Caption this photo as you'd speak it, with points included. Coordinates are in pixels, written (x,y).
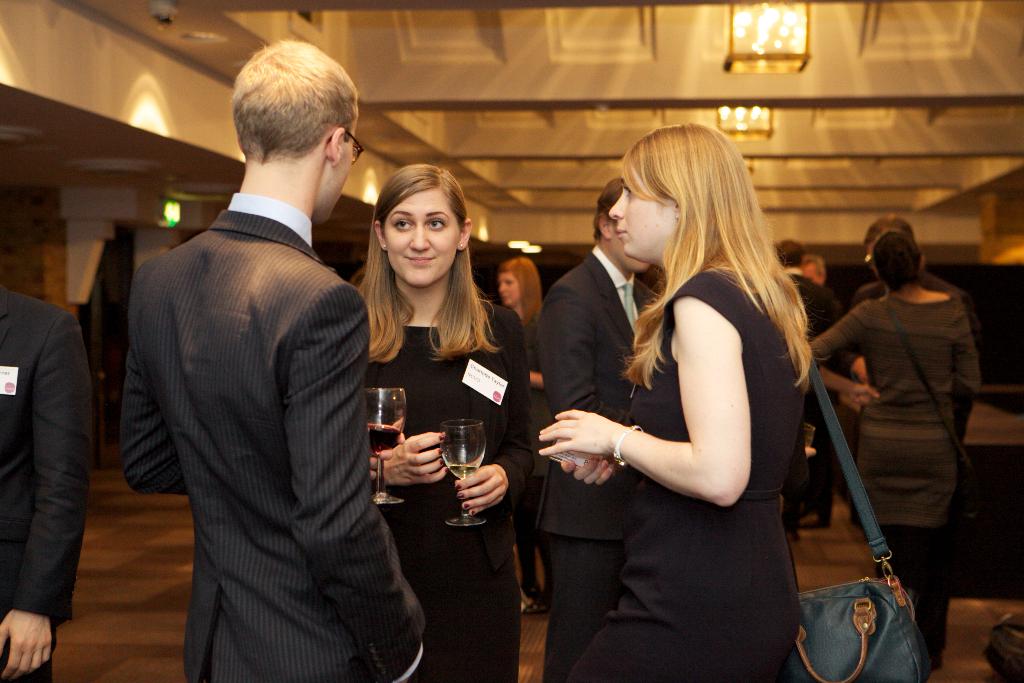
In this picture I can see 2 women (395,289) and a man (269,270) in front (282,197) and I see that these 2 persons (329,279) on the left (335,344) are holding glasses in their hands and the woman (653,253) on the right (704,490) is holding a thing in her hands (572,427) and in the background (612,398) I see few more people (886,314) and I see the lights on the ceiling (730,72) and on the left of this image (65,546) I see another man (10,453).
